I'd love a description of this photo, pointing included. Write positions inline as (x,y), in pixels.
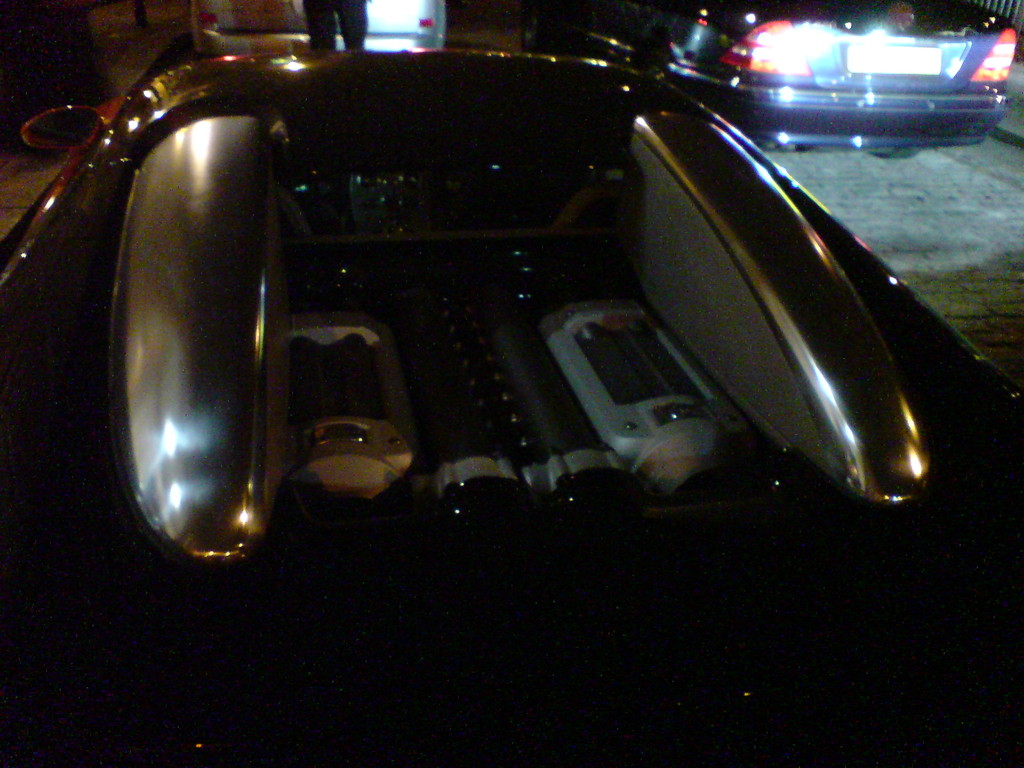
In this picture I can see couple of cars (692,128) and I can see a human (346,30).
